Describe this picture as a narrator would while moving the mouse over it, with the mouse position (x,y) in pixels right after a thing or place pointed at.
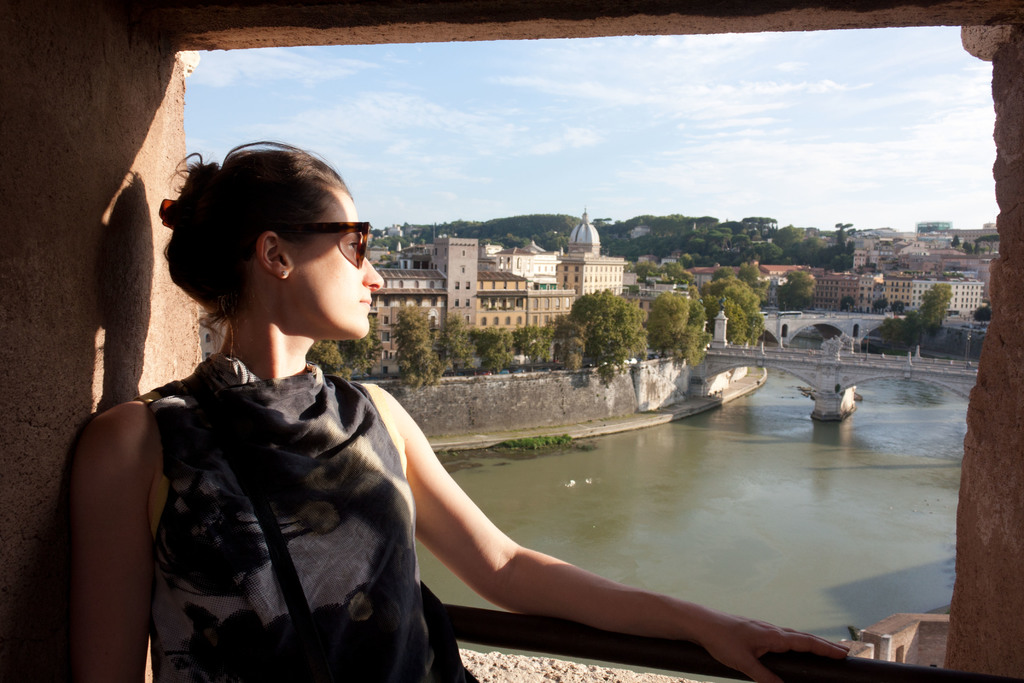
In the picture there is a woman (251,401) standing in the foreground (301,552), behind her there is a water surface (753,496), bridge (717,364), trees (606,309), buildings (499,300).
